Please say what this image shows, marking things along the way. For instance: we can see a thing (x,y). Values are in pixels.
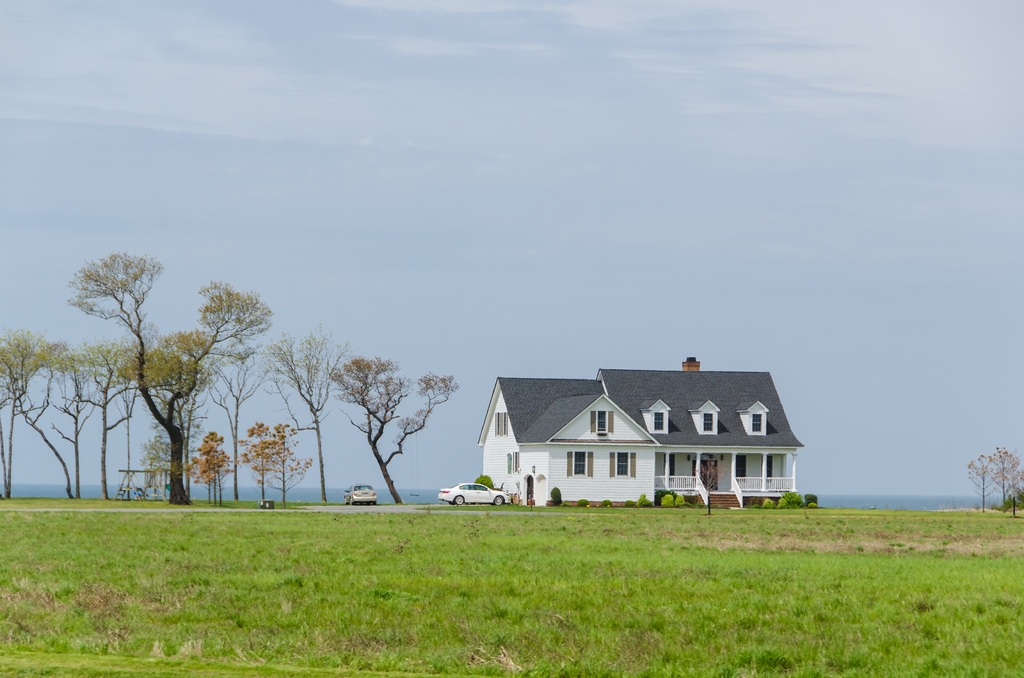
In this image in the center (578,441) there is one house (674,435), and also there are some cars (446,492), plants (808,506), trees (12,410). At the bottom (255,585) there is grass (259,580), and on the left side (134,489) there is swing (133,487). And in the background (57,492) there is water (75,487), at the top (589,203) there is sky (589,203).
